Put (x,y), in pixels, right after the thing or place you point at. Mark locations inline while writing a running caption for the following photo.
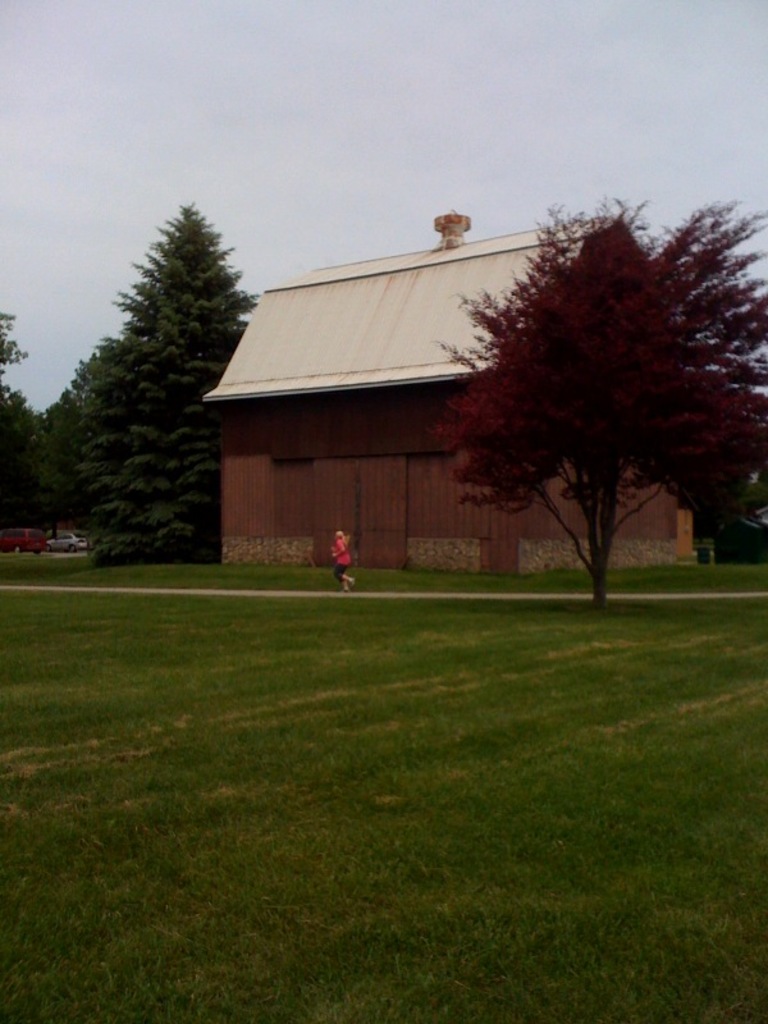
In the picture I can see a person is running on the ground (330,593). In the background (321,587) I can see trees (196,532), a building (408,495), the grass (328,724), the sky (310,225) and some other objects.
